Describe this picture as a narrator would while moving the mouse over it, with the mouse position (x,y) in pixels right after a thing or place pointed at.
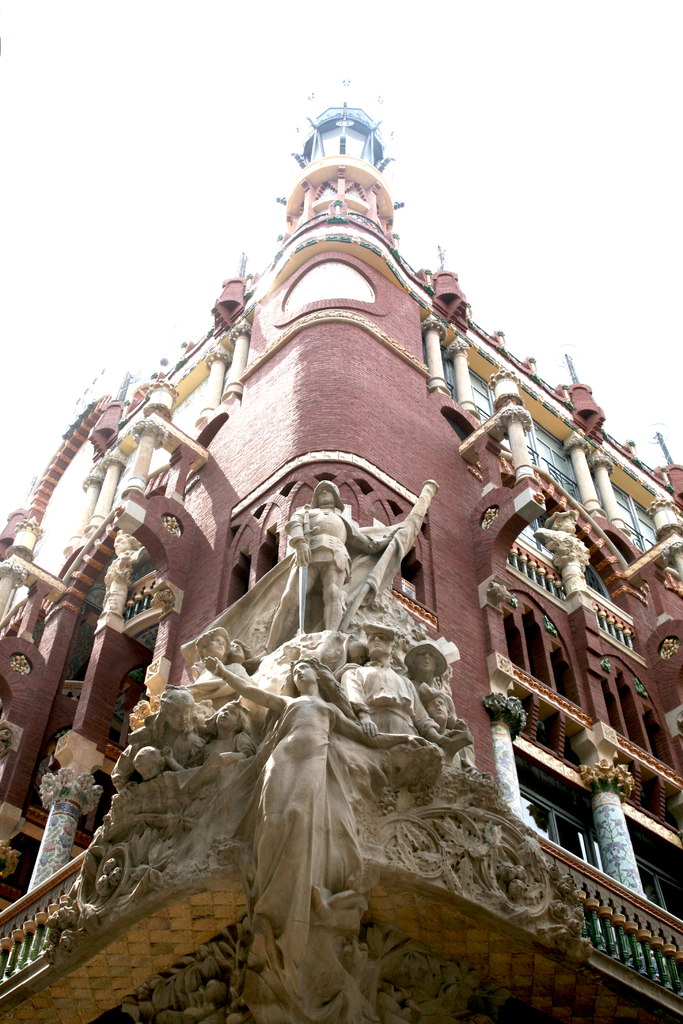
In this picture there is a building (558,685). On the building (571,705) we can see windows (569,740), pillar (600,728), statues (353,622) and concrete fencing (639,905). At the top (497,17) there is a sky (372,24).
